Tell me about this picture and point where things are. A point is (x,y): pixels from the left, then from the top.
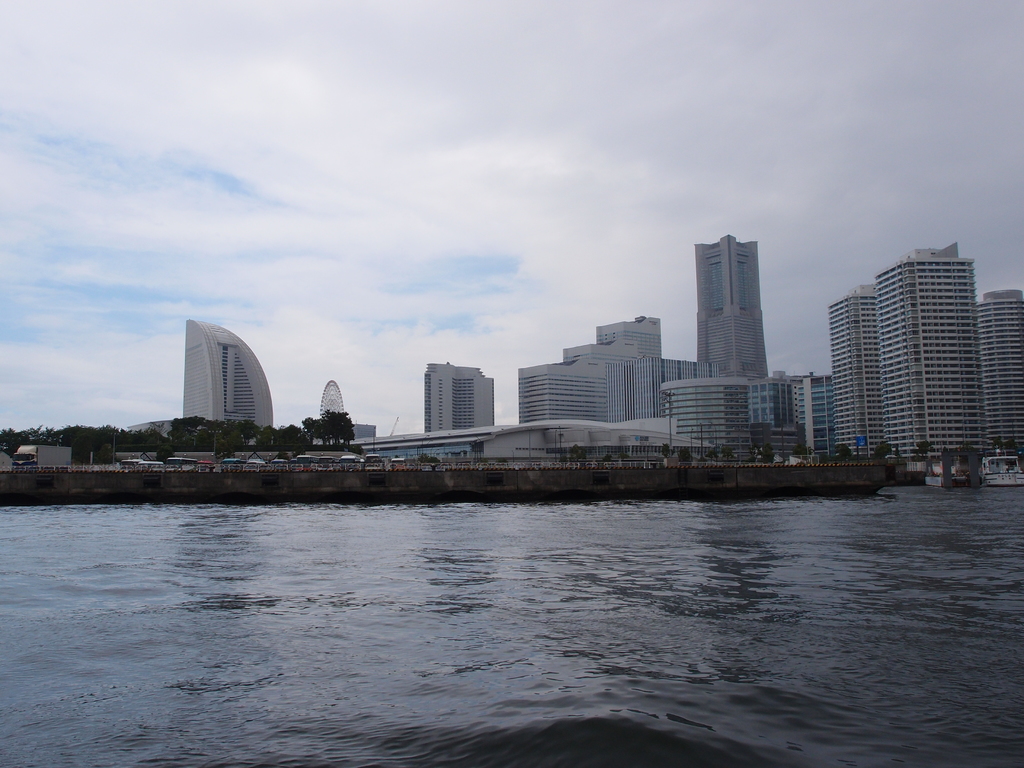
This is water (710,674) and there are vehicles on the road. In the background (21,431) we can see trees (214,428), buildings (612,335), and sky (501,209) with clouds (368,242).
